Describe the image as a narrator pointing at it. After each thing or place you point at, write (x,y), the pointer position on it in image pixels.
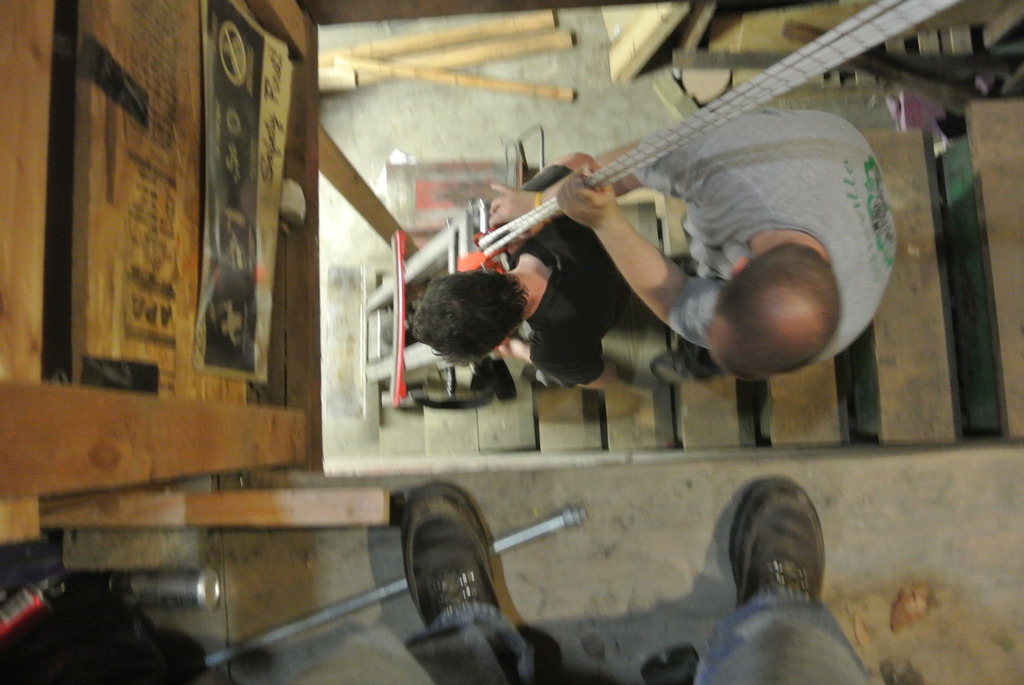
In this image there are steps (875,350). On the steps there are persons (721,236). One person (658,180) is holding something in the hand (588,188). And there are some other objects (460,249). On the left side (118,425) there is a wall (145,295) with posters (220,125). At the bottom (468,590) we can see legs (501,592) of a person (481,598). Also there is a rod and some other items (195,573). On the floor (366,114) there are wooden pieces (691,44) and some other items (761,37).
